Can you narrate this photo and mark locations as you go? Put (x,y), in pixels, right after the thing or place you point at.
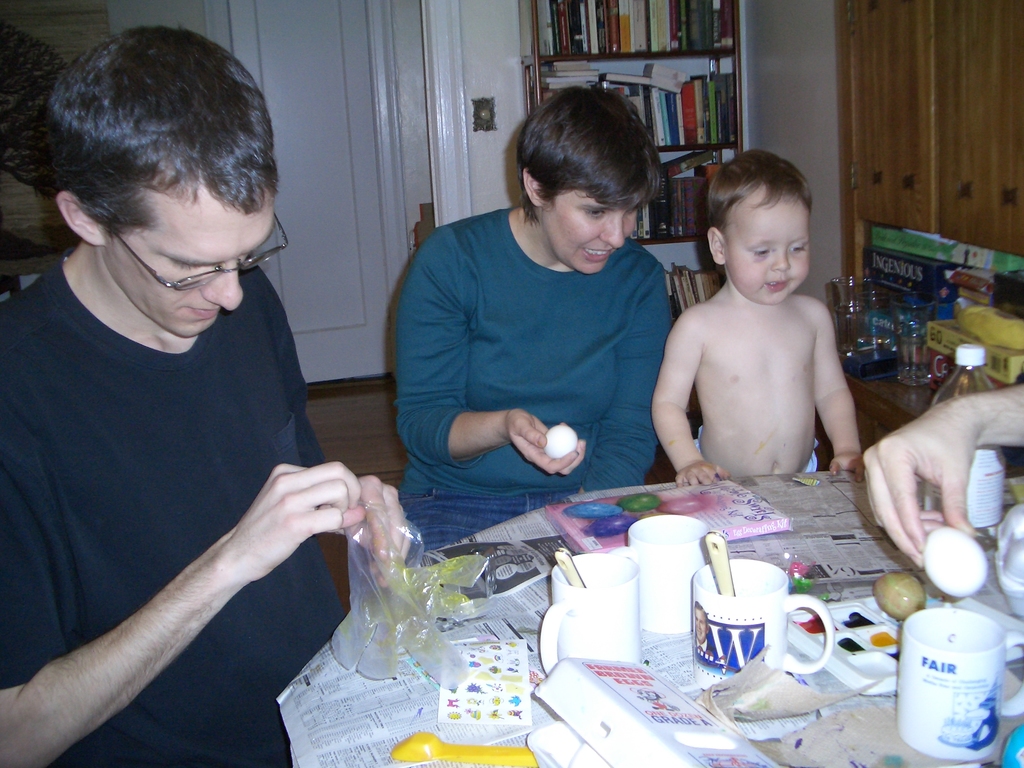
In this image I can see group of people (64,207). In front (572,614) I can see few glasses (1014,712), papers (783,546) and few objects (629,672). In the background (558,37) I can see few books (702,108) in the racks (680,141) and the door (322,152) is in white color.
